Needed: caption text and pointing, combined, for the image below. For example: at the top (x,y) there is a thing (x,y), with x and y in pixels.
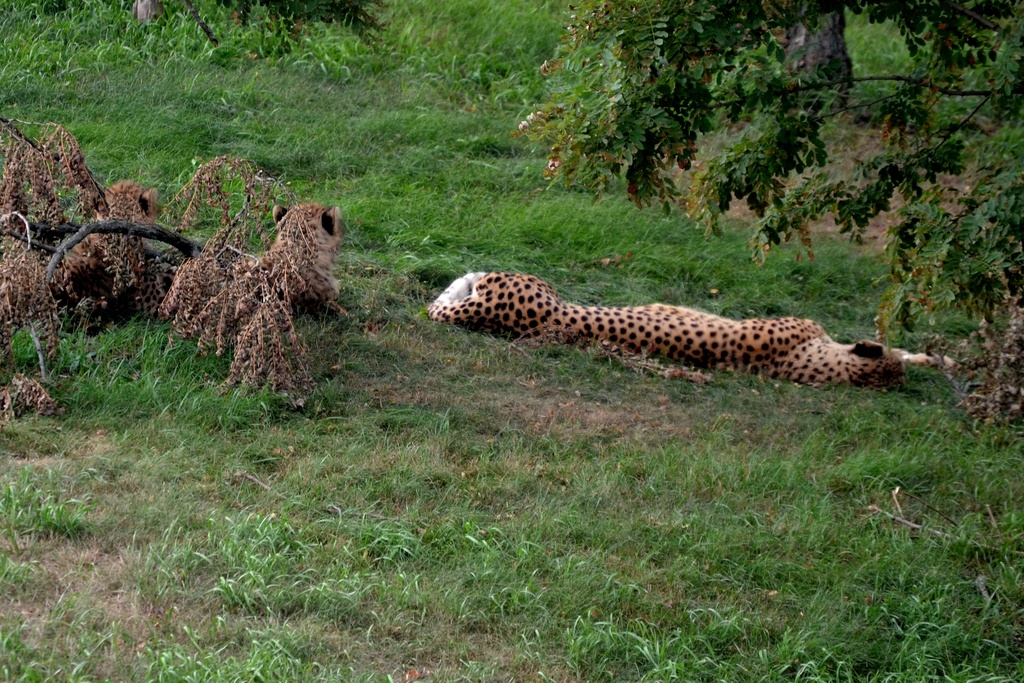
In foreground (419,477) we can see grass (492,604) which is green in color. In middle of the image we can see dried leaves (238,339) and three animals (738,329) it seems to be cheetah (755,328). On the top of the image (438,38) we can see grass (474,42).
